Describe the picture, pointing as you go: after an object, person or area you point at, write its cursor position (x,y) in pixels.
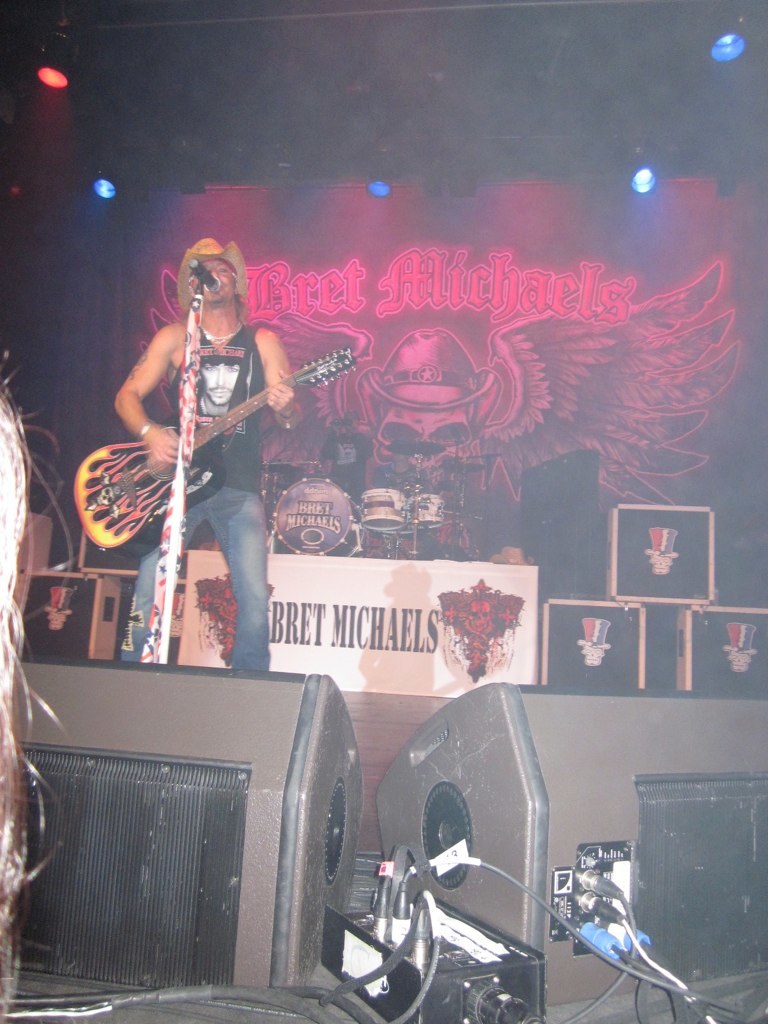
There is a person (121,395) standing on a stage (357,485) on the left side (242,382). He is holding a guitar (336,362) in his hand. He is playing a guitar (238,407) and singing on a microphone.
